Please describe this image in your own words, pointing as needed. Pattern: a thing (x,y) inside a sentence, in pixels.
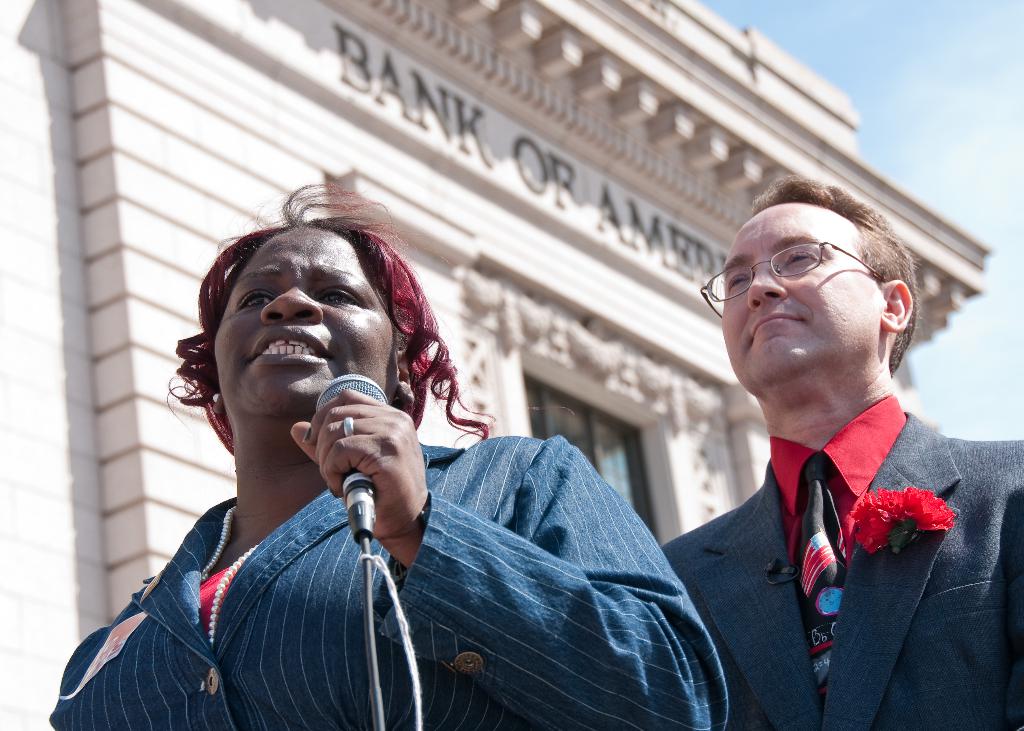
In this picture there is a lady (316,422) who is holding a mic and behind there is a man (796,532) who are standing in front of Bank of America (489,101).
